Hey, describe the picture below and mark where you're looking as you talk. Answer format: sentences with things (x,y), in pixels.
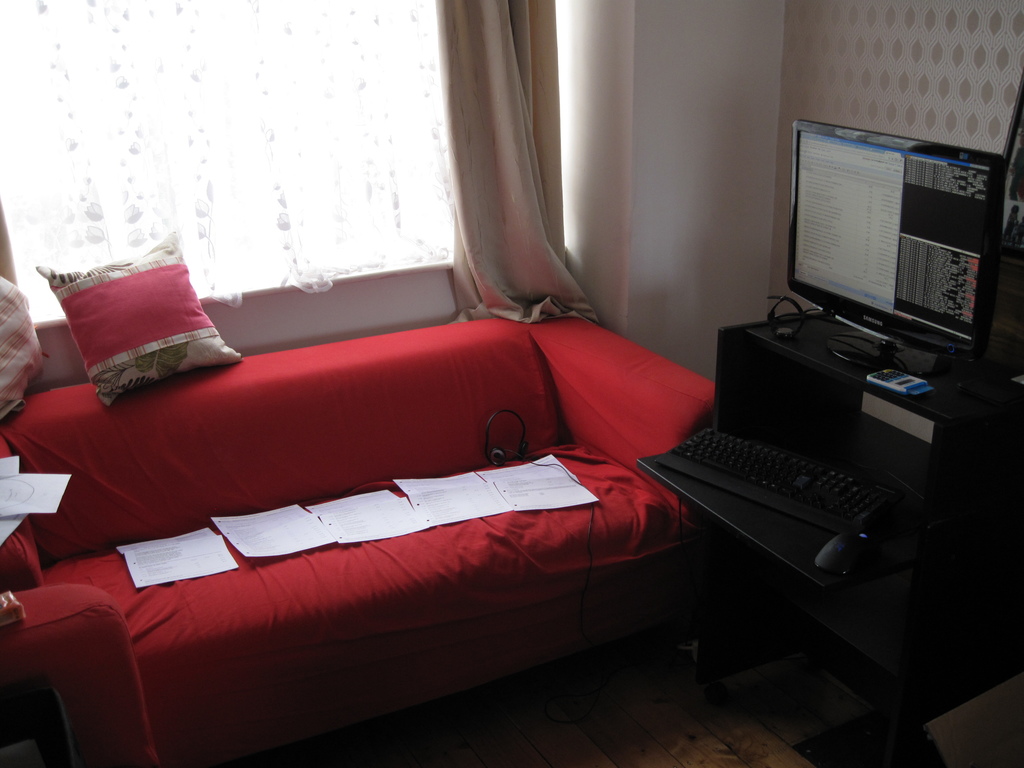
This is an image clicked inside the room (634,555). In the middle of this image (670,511) I can see a red sofa (291,599) and some white papers (217,554) and pink color pillow (127,349) are there on it. In the background (186,101) I can see white color curtain (199,100). On the top right of the image (897,65) I can see a wall (939,59). Beside this wall (964,121) there is a table (803,381) and one monitor (845,344), keyboard (792,460), mouse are placed on it.
